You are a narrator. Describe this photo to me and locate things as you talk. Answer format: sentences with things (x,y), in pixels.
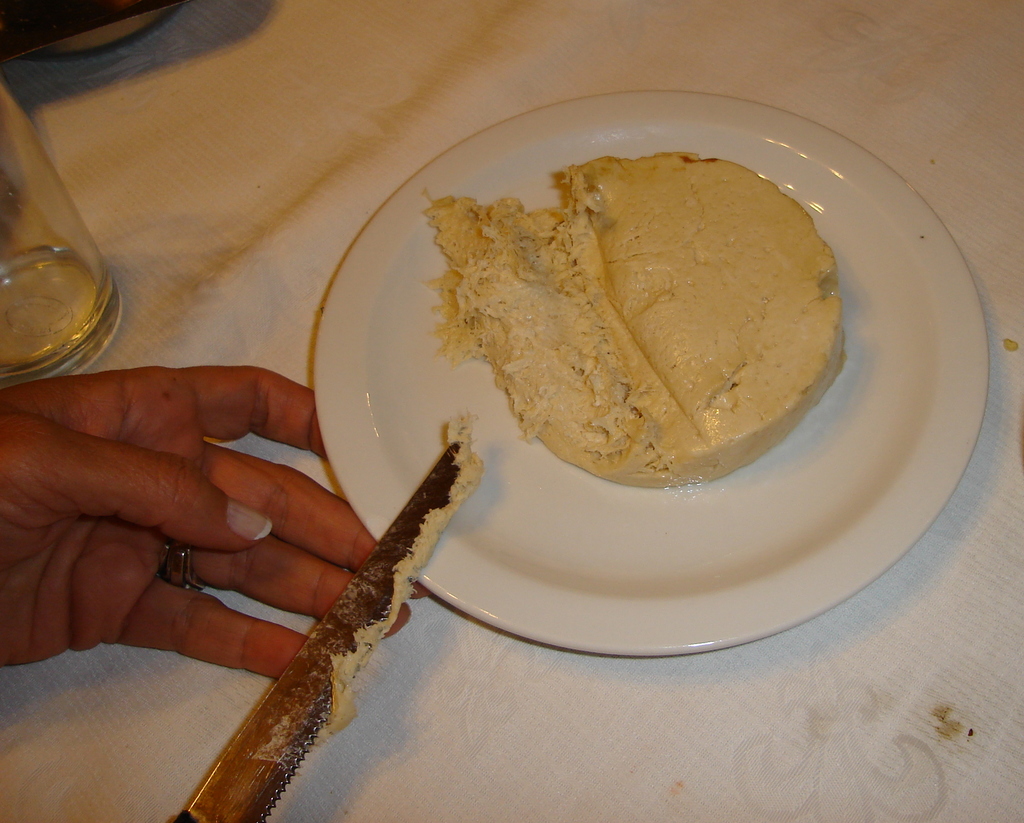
This image is taken indoors. At the bottom of the image (865,721) there is a table (865,626) with a table cloth (274,172), a glass (52,258) and a plate (817,531) with a food item (536,299) on it. On the left side of the image (179,533) a person (234,567) is holding a knife (233,770).
